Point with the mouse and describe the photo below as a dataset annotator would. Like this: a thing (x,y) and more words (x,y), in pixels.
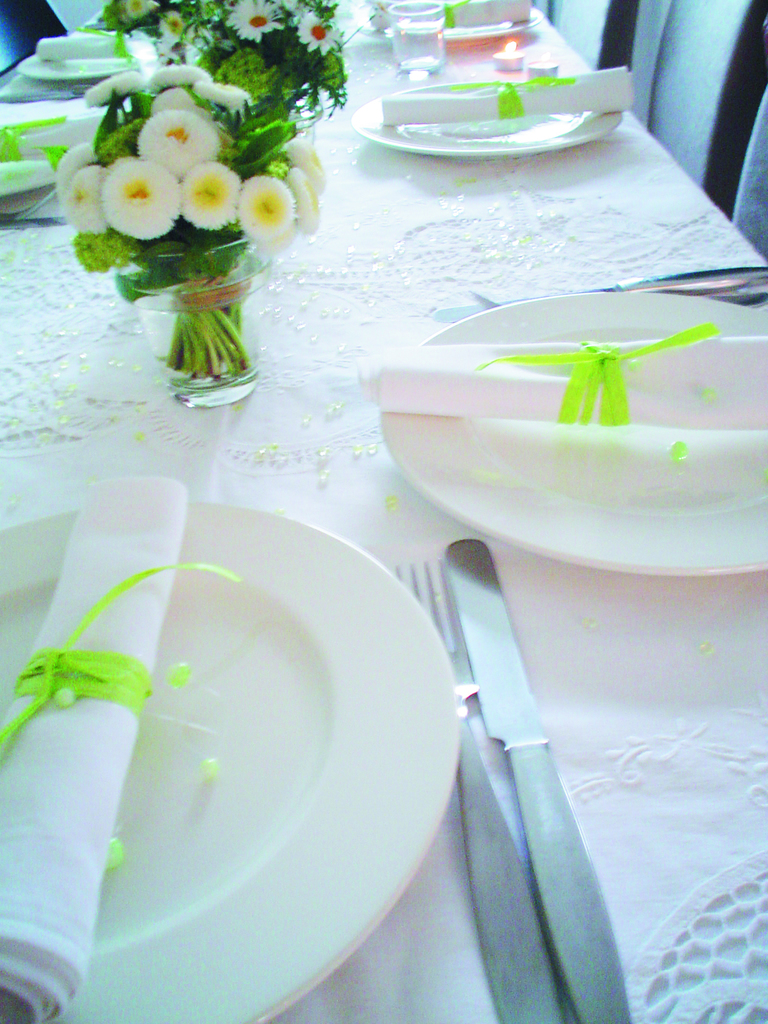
This image consists of a dining table (635,663) which is covered with a white cloth (643,969). On which there are knives (621,1009), plates (10,619) and a plant (147,223). And there are clothes (29,839) kept in the plates (560,333).
